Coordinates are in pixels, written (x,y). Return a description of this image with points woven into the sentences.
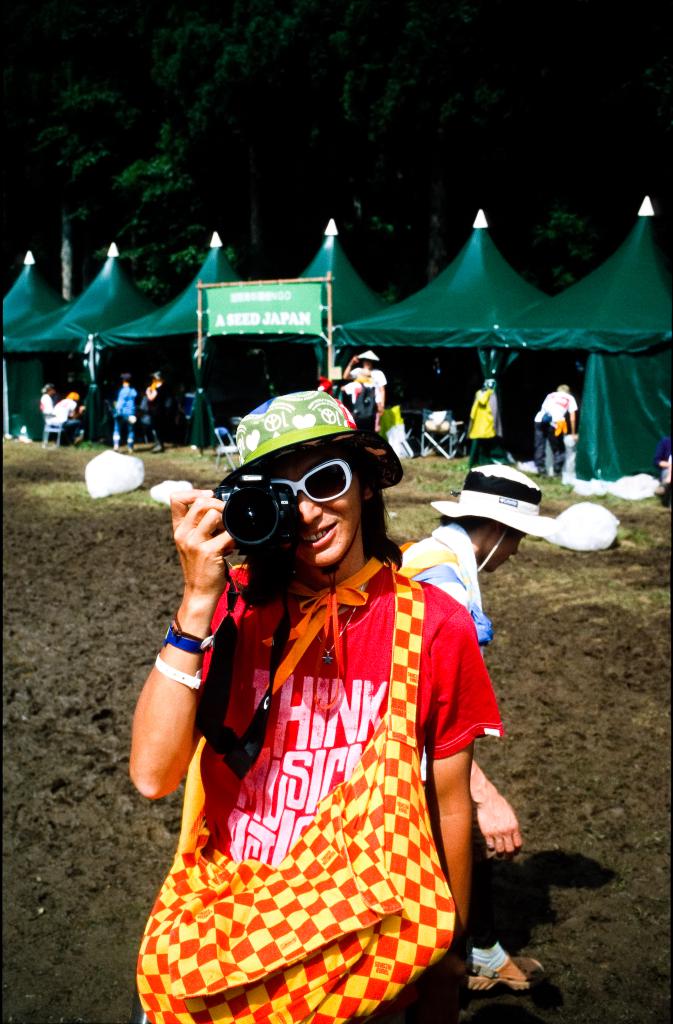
This image is taken outdoors. In the background (299,161) there are a few trees (355,150) and there are tents (505,313). There is a board (220,329) with a text (276,313) on it. There are a few chairs (221,450) on the ground (109,444). A few people (133,400) are standing and a few are sitting on the chairs (439,434). In the middle of the image (360,575) a woman (315,714) is standing on the ground (551,490) and she is clicking pictures with a camera (261,517) and a person (484,527) is walking on the ground (558,697).
